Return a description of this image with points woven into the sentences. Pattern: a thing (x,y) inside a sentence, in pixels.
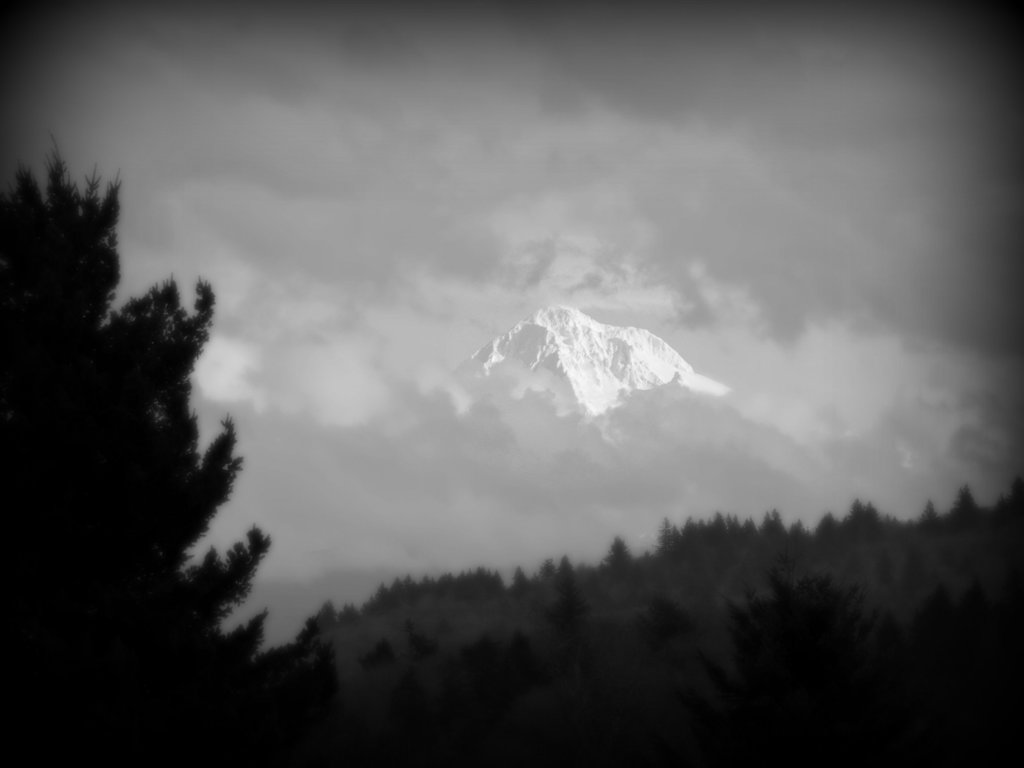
In this picture I can see trees (699,564), a mountain (565,366) and I can see cloudy sky (503,265).
